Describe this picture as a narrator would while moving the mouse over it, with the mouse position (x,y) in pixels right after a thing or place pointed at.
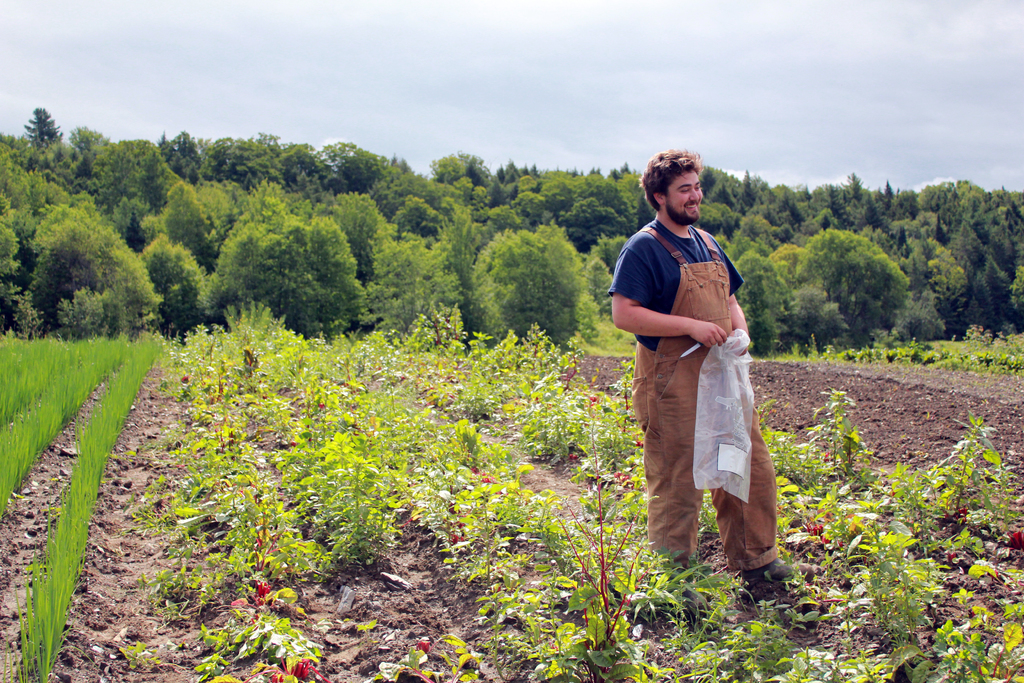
In this picture I can see the soil (113,509) on which there are number of plants (348,485) and I see a man (661,367) who is standing and holding a white color thing (715,398) in his hands (706,336) and I see that he is smiling. In the background (259,217) I see number of trees (796,208) and the sky (507,50).
